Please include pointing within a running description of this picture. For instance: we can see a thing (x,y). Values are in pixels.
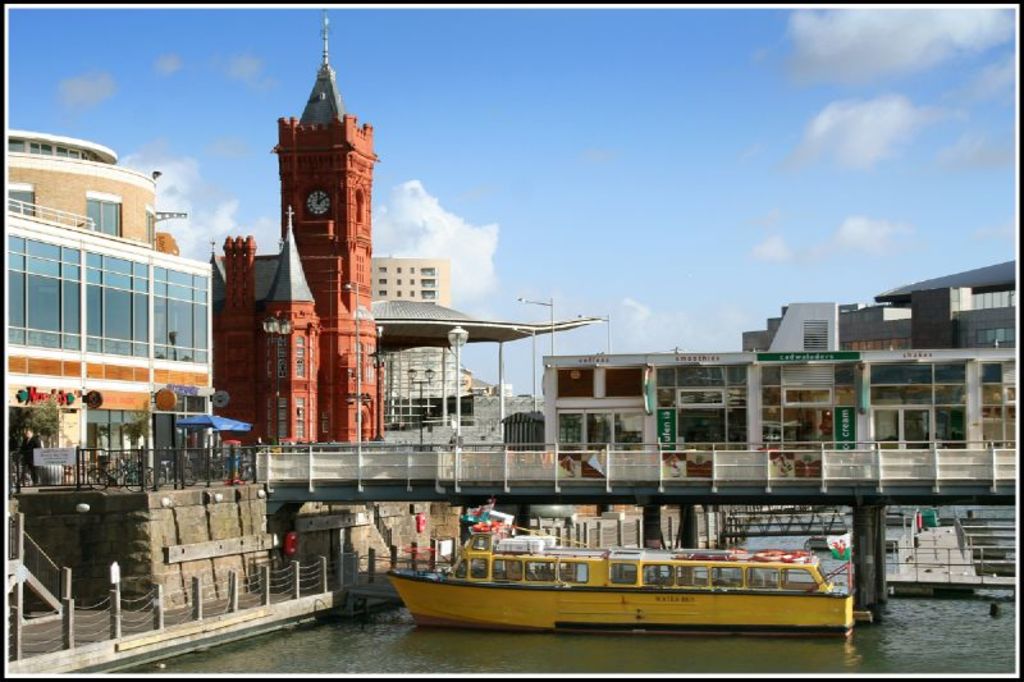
In this image there is a ship (676,623) in the water (686,638), beside that there is a building (274,371), clock tower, electric poles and some clouds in the sky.
